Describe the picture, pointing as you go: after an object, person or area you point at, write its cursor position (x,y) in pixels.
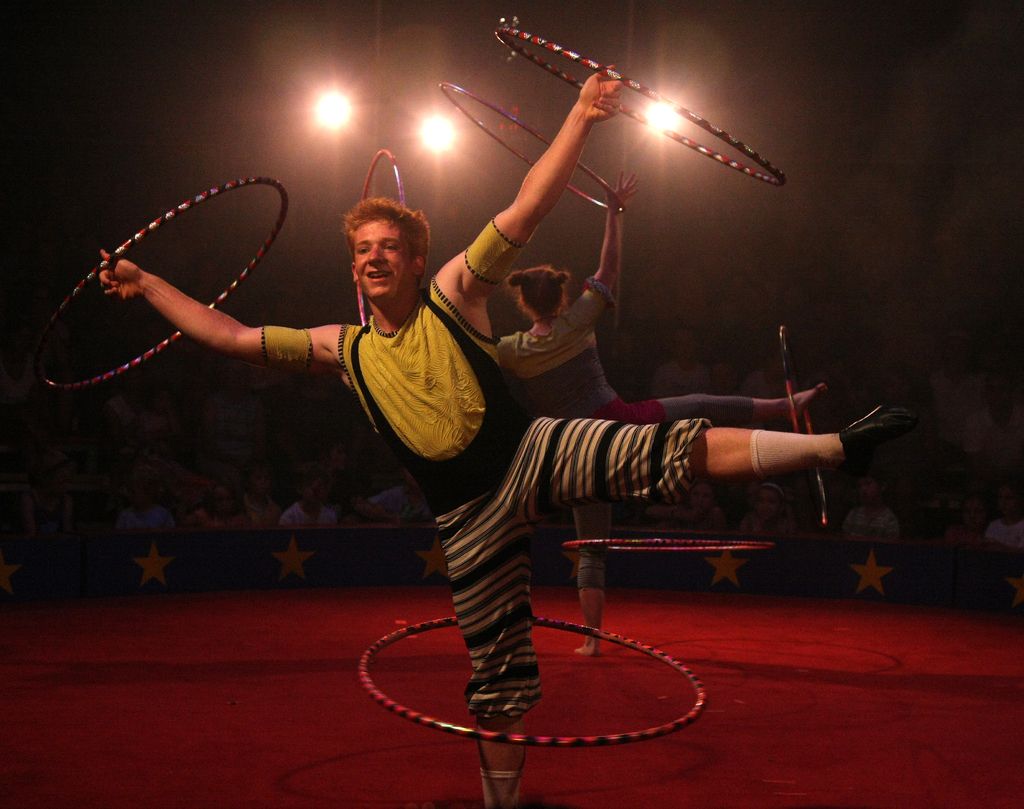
This picture shows a boy (681,425) and a girl (584,383) performing gymnastics on the stage (340,750) with the rings (202,191) and we see people (978,509) seated and watching and we see few lights (445,119).
